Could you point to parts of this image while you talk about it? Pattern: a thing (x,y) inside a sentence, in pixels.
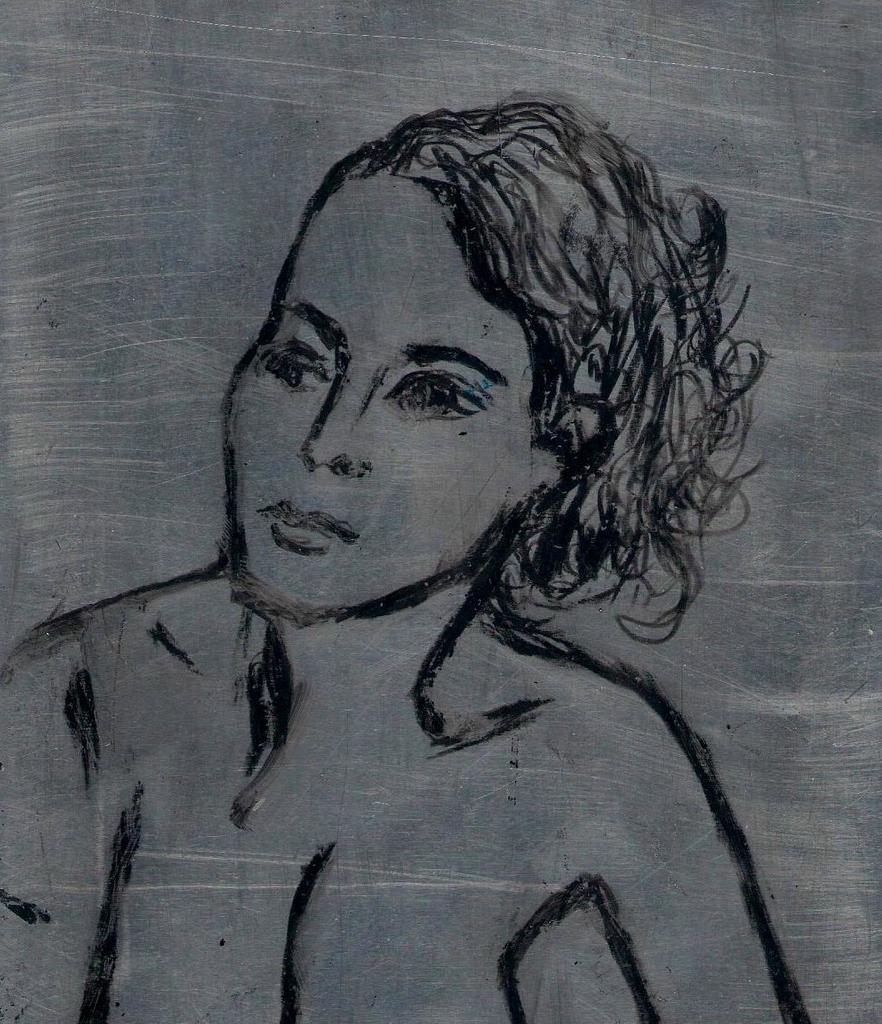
In this image there is a sketch (294,483) of a person (505,663).
